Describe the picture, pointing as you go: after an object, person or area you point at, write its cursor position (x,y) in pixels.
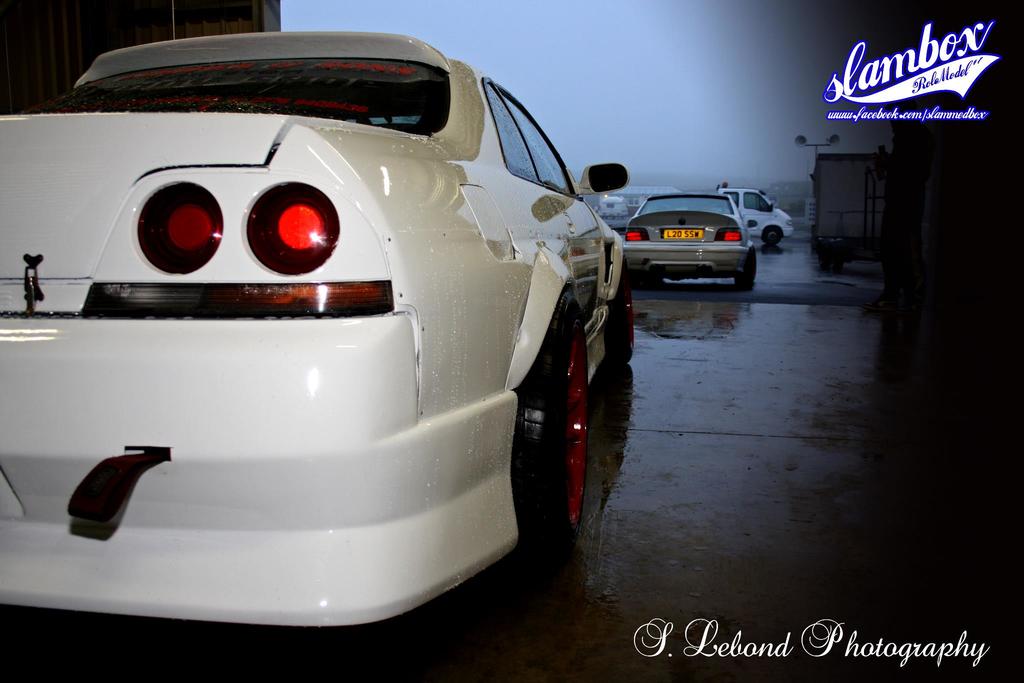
In this image we can see some vehicles (442,344). In the background of the image (733,198) there are vehicles (861,198), poles (866,173), a person (895,158), wall (74,30) and other objects (861,185). At the top of the image (668,72) there is the sky (614,88). At the bottom of the image (477,617) there is the floor (550,639). On the image there are watermarks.
